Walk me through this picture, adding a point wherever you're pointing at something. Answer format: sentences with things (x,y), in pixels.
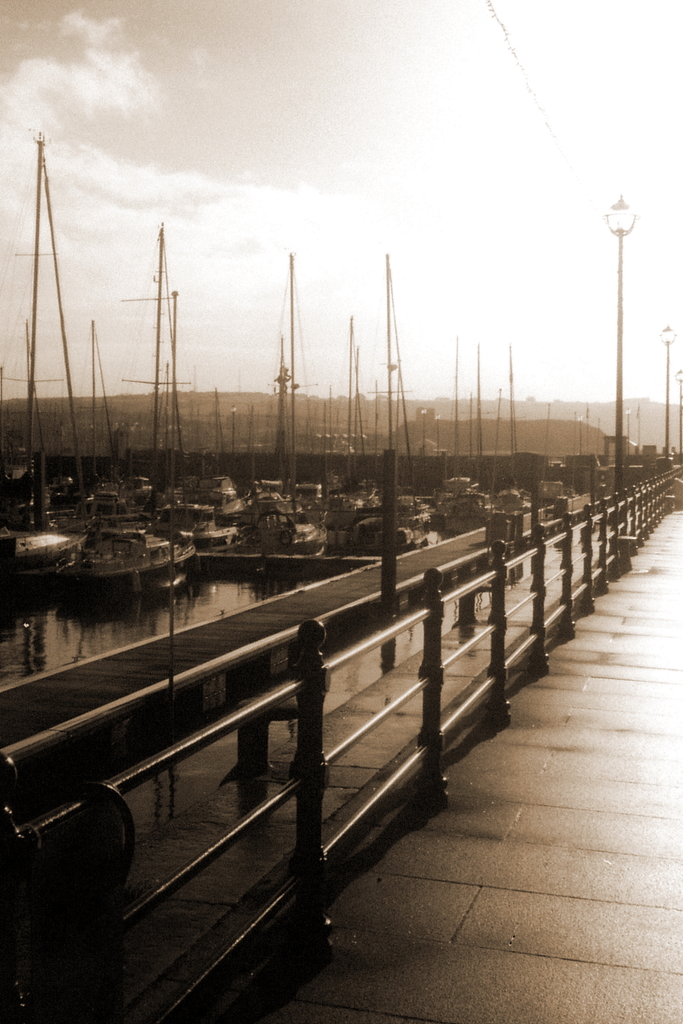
In this picture I can see a bridge (460,737), a wooden pier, poles (669,395), lights (623,201), there are boats (368,538) on the water (97,643), and in the background (377,233) there is sky (320,146).
